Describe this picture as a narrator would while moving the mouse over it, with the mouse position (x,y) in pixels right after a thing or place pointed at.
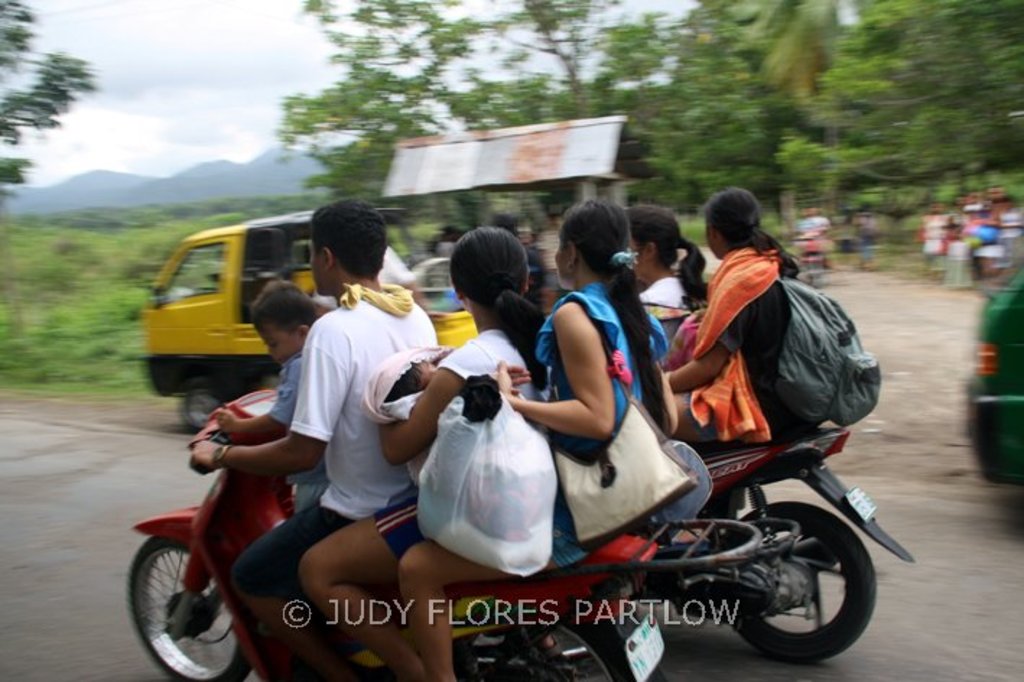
Here are few people (320,390) riding on two motorbikes (658,582). This looks like a auto rickshaw (223,265). At background (383,169) I can see trees (478,122) and mountains (246,172). Here are group of people (995,241) standing.
